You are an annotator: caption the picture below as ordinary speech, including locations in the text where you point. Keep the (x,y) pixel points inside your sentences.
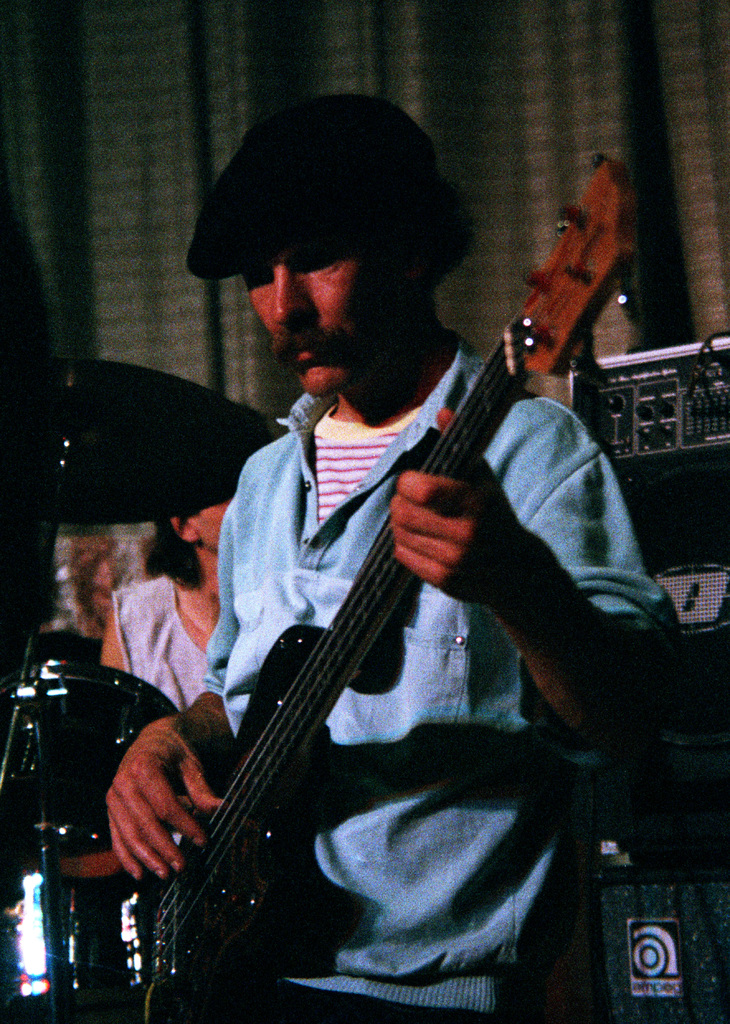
In the center of the image (265,472) there is a man (359,725) holding a guitar (272,840) in his hand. He is wearing a cap (320,208). In the background (175,679) there is a band (103,721), speakers (662,806) and curtain (521,125).
